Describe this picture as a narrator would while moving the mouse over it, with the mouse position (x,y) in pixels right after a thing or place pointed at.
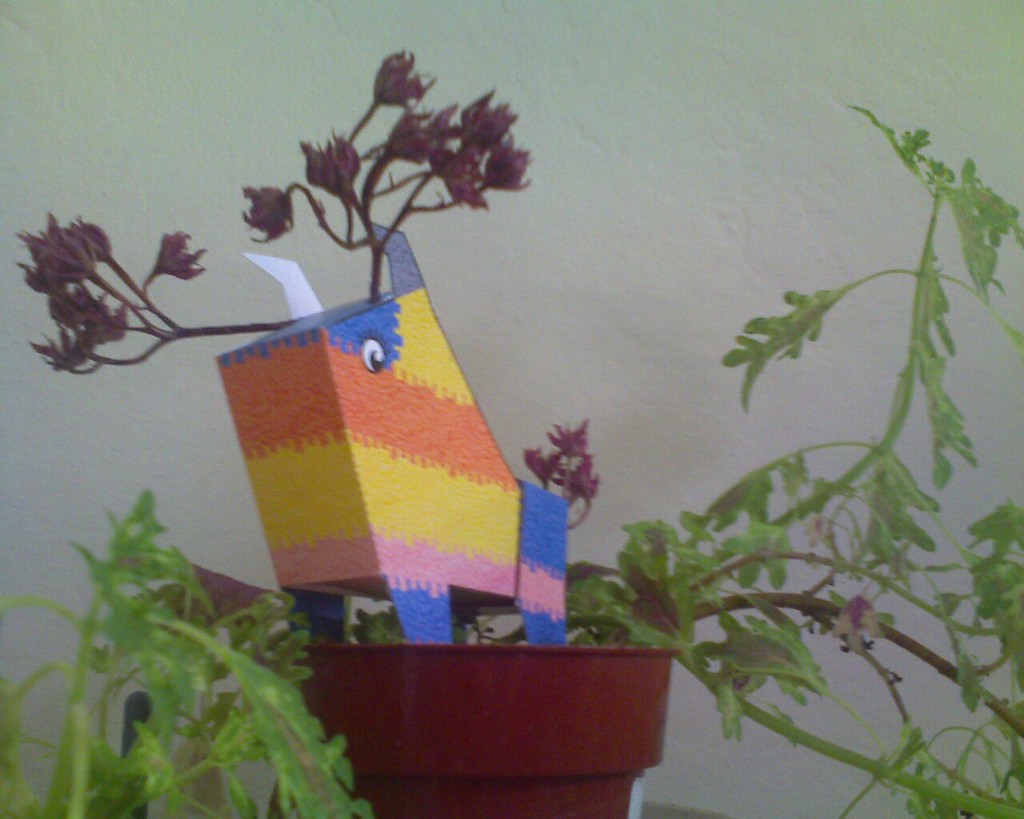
In the picture I can see a plant pot (565,732) and some other objects (335,615). In the background (631,253) I can see a white color wall (551,222).
